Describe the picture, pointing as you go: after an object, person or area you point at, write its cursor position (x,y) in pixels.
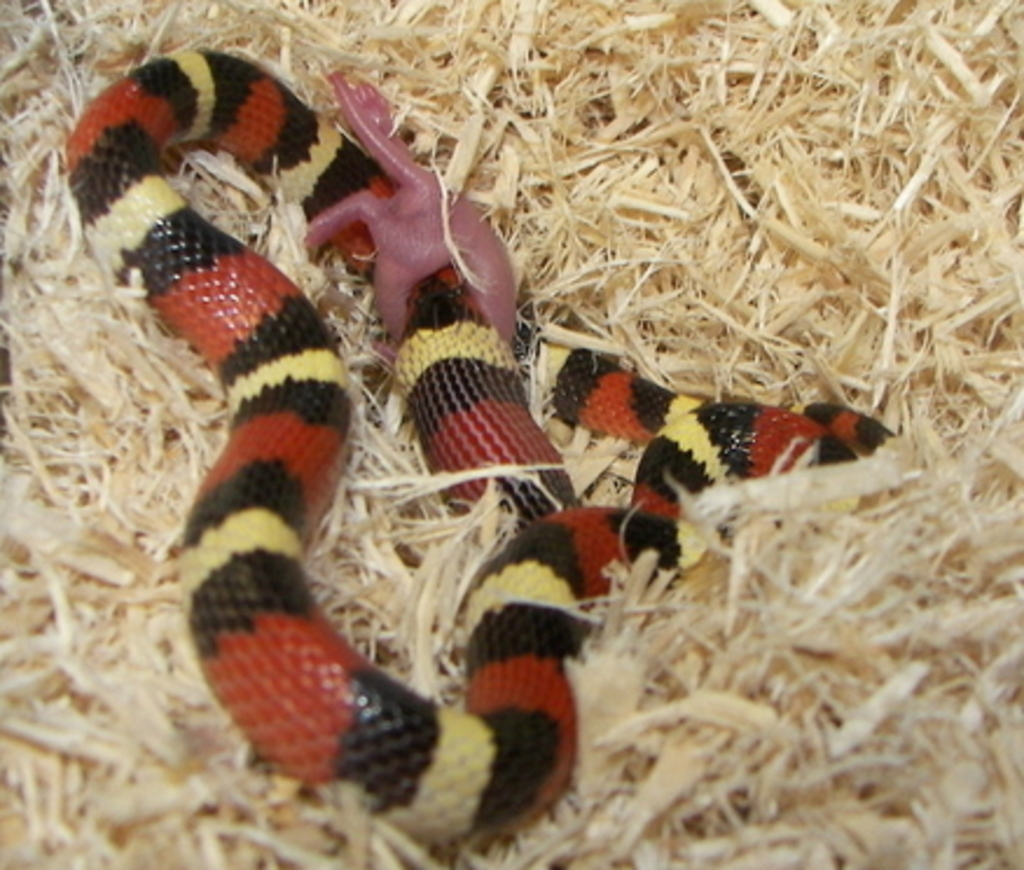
In this image I can see a snake (614,531) and an object (449,252) on the dry grass (899,463). The snake (532,672) is in red and black colors.
